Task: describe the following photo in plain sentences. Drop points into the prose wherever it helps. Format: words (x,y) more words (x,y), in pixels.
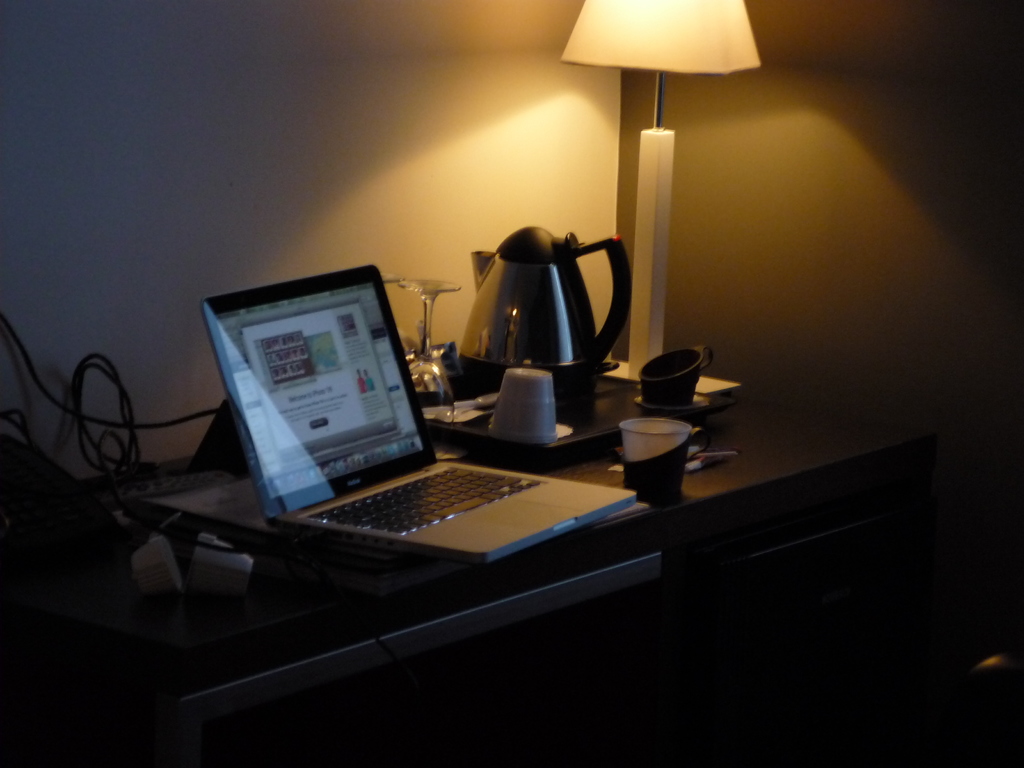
This is the picture inside the room (778,379). There is a laptop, keyboard (48,516), wire (134,520), books (387,583), cup (543,439), glass (421,383), kettle (537,272), lamp (657,97) on the table (612,565).
